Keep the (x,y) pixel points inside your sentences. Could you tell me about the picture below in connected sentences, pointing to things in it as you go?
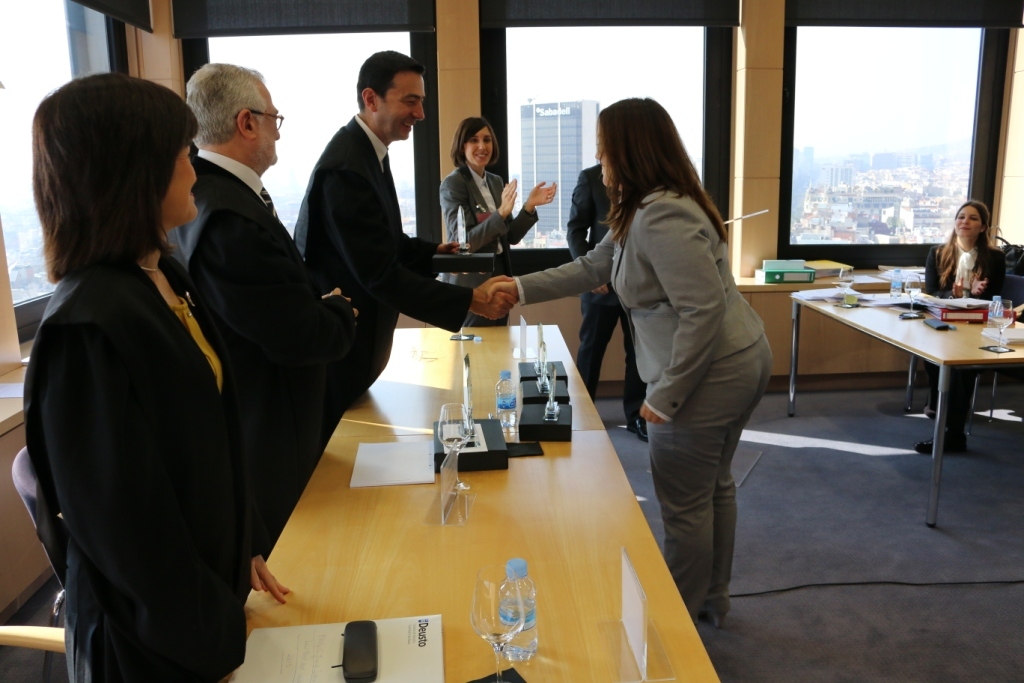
This picture there are a group of people (418,65) among them one man (400,250) shaking hand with one woman (659,388). There are also buildings (571,123), windows (843,123). In the Backdrop (891,288) there are tables (469,536) water bottles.
